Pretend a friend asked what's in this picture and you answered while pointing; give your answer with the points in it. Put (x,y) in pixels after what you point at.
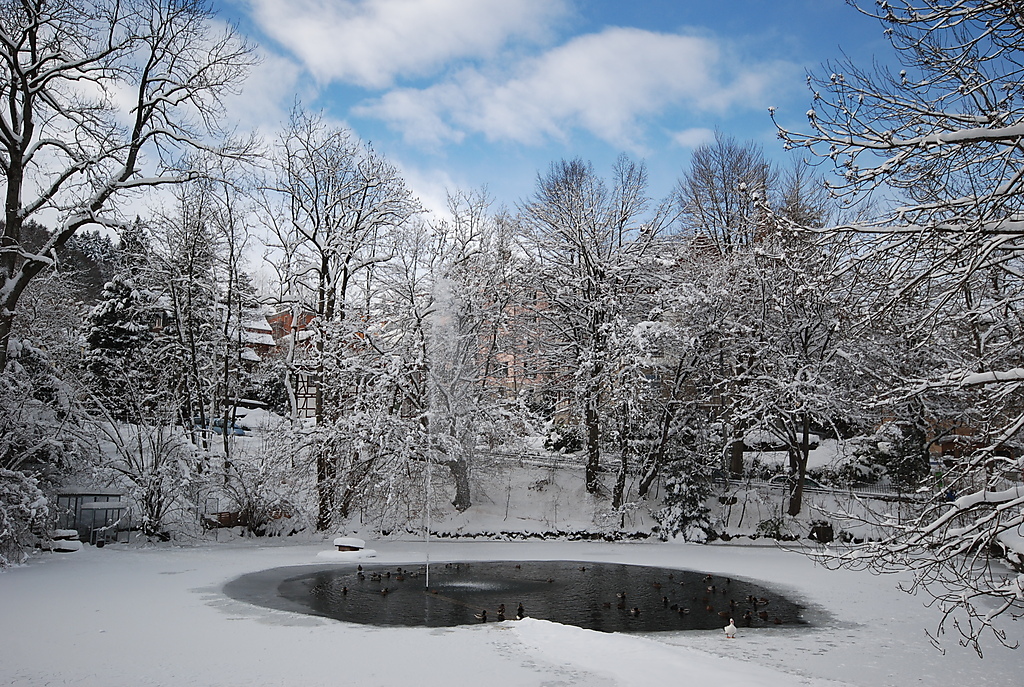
In this picture we can see a group of ducks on water (532,567) trees (64,463), snow (869,630), buildings (86,523) and in the background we can see the sky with clouds (554,82).
